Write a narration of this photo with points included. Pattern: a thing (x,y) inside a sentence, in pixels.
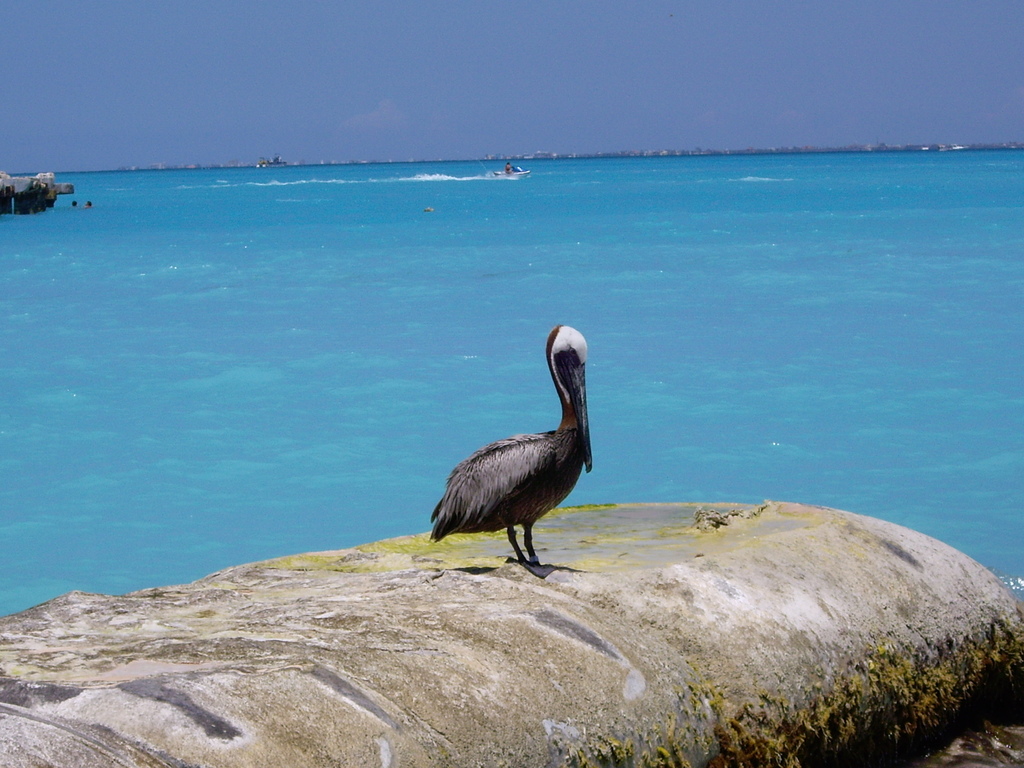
In the picture we can see brown pelican (457,511) which is on the stone surface (498,549) and in the background of the picture (477,350) there is water (446,182) and we can see some persons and there are some boats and top of the picture (733,52) there is clear sky (642,54).
